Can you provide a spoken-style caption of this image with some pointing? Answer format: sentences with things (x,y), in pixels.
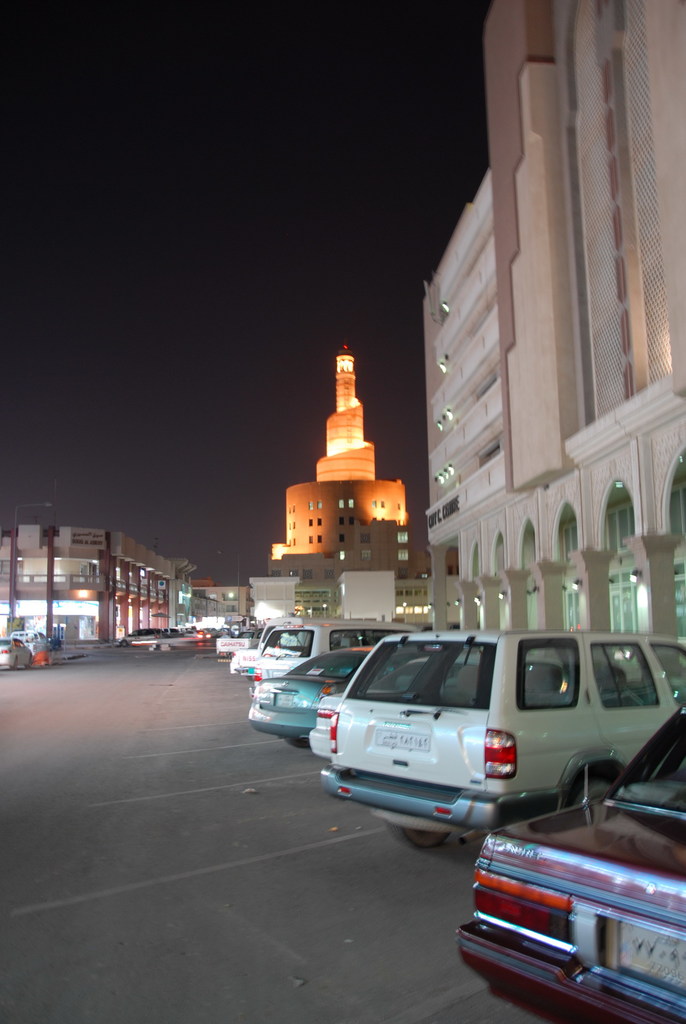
In this image we can see some vehicles (333,723) on the road (382,1018) and there are some buildings (399,510) and at the top (184,232) we can see the sky (225,274).
